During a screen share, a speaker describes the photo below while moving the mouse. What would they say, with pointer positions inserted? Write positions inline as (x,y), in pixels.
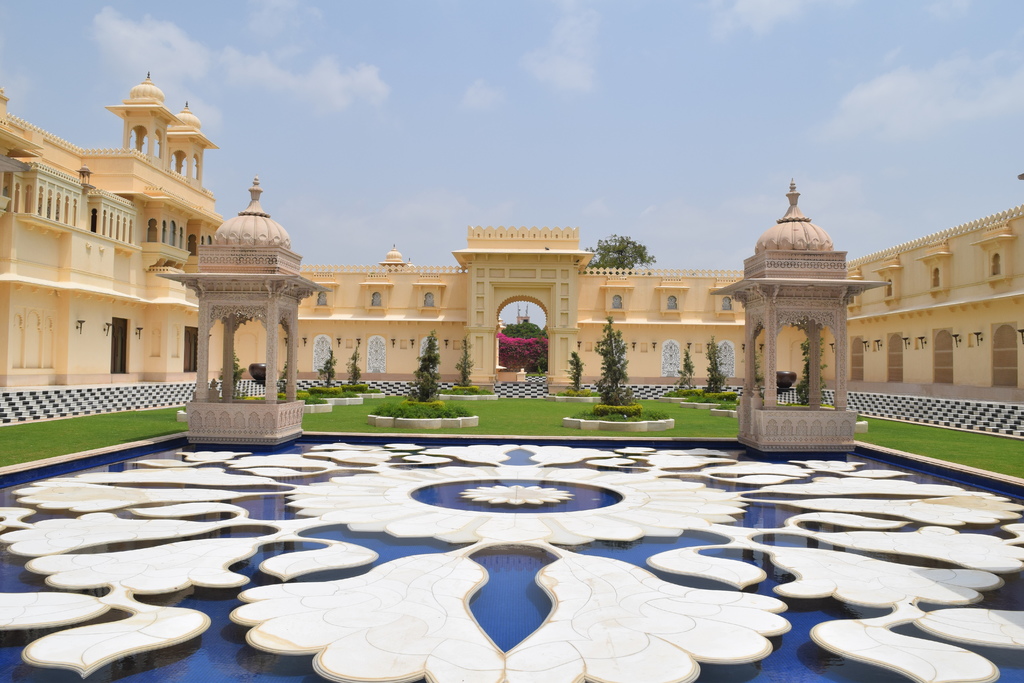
In this image we can see a palace (500,370) and there are plants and grass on the ground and we can see a pond (772,524) and there is some structure (282,423). We can see some trees (624,257) and at the top (547,187) we can see the sky (412,58) with clouds (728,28).
